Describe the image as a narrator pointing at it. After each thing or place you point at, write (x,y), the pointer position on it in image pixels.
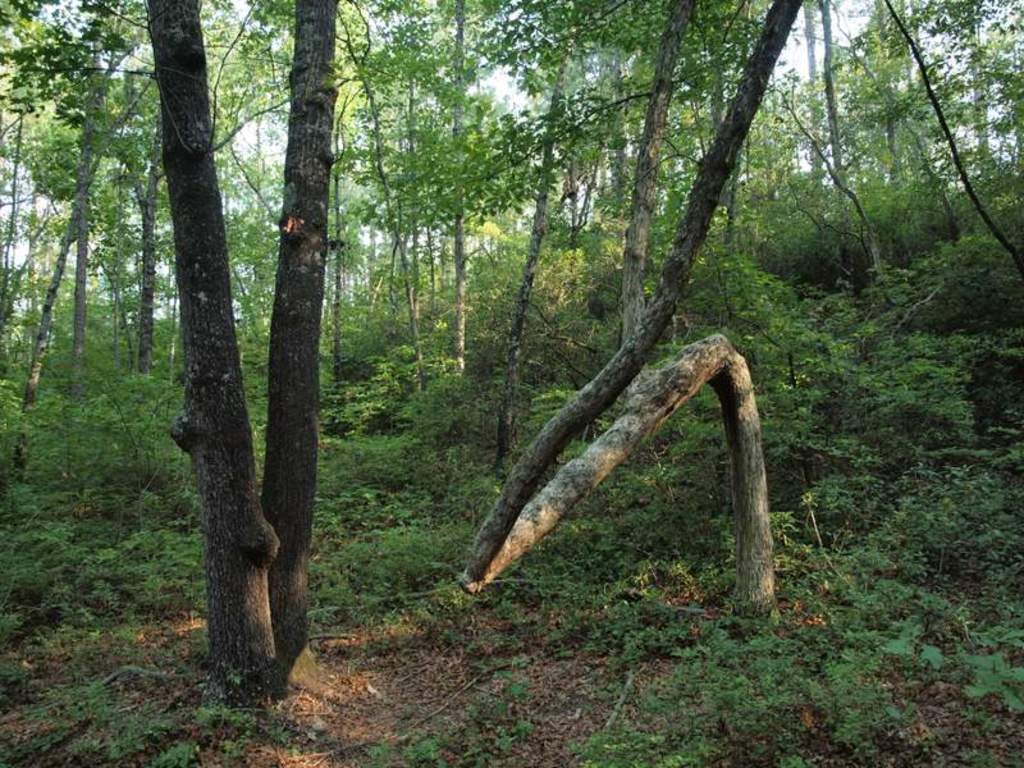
In this image, we can see the ground (393,566) covered with grass (413,488) and some plants (594,602). There are a few trees (561,489). We can also see the sky (774,77).
